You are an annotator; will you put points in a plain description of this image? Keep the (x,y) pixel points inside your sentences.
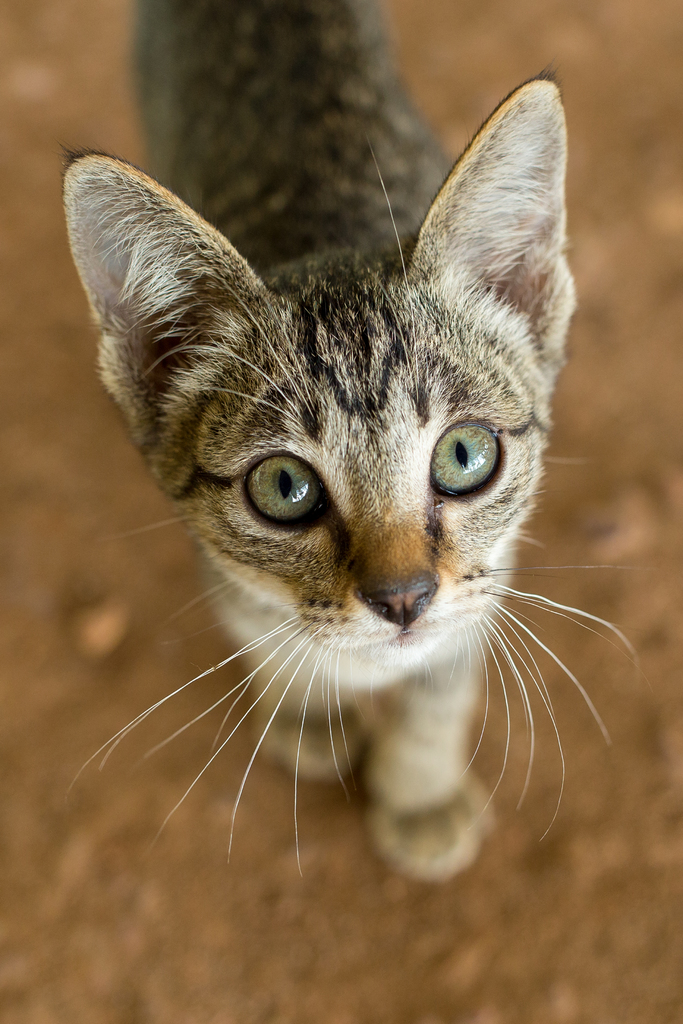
In this picture there is a cat (393,730) standing. At the bottom (455,936) there is a brown color floor (552,921).
